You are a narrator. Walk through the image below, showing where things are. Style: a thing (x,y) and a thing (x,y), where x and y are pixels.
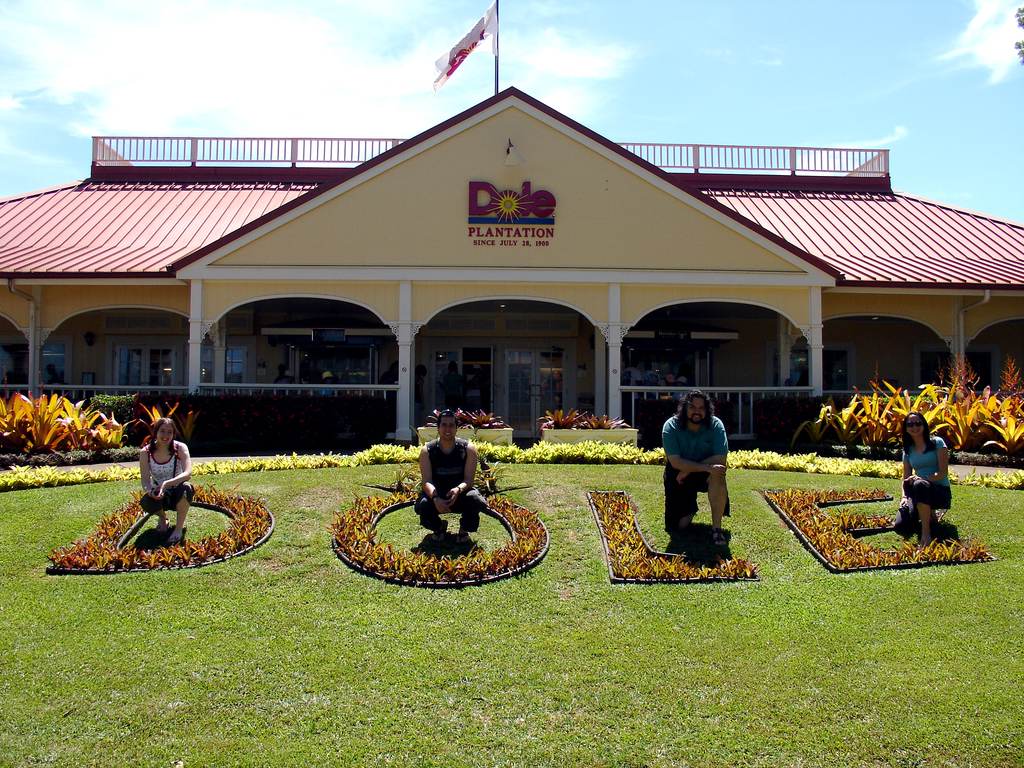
In this image we can see sky (384,83) with clouds (38,28), flag (460,63), flag post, building (360,260), bushes (169,413), persons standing on the floor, railings (147,391) and persons (160,484) sitting on the ground (783,475).
